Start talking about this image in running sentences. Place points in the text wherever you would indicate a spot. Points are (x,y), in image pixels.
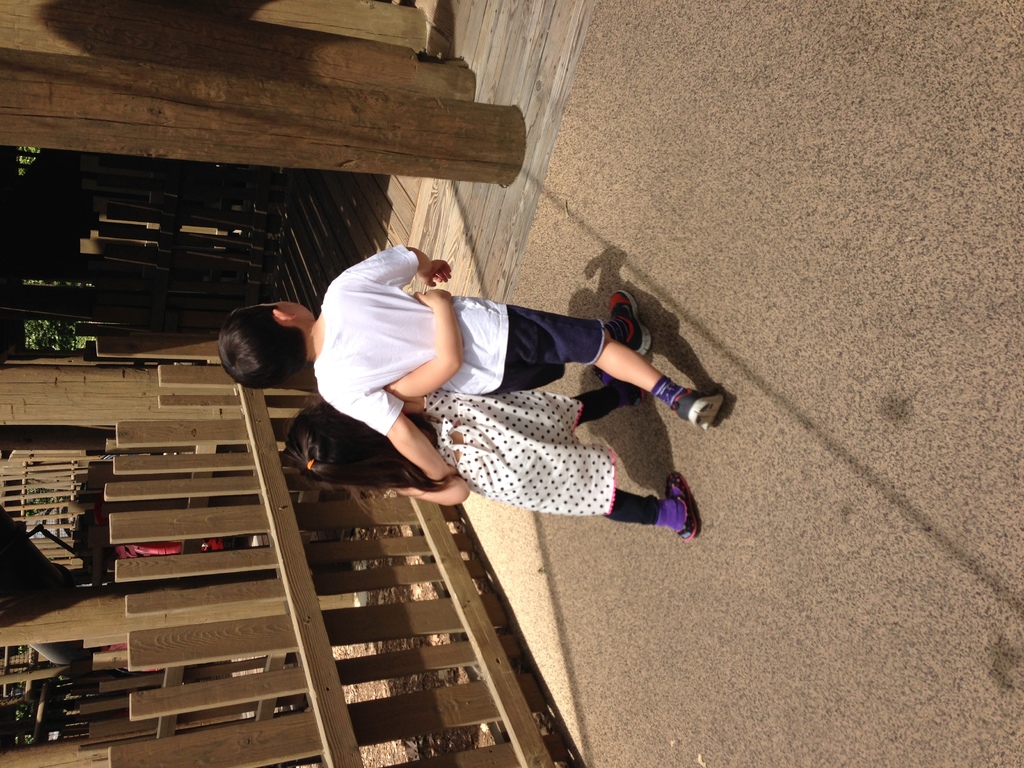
In this image there are persons (554,432) walking in the center (439,429). On the left side (340,686) there is a wooden fence (157,607) and at the top (301,82) there are wooden pillars (287,62).
